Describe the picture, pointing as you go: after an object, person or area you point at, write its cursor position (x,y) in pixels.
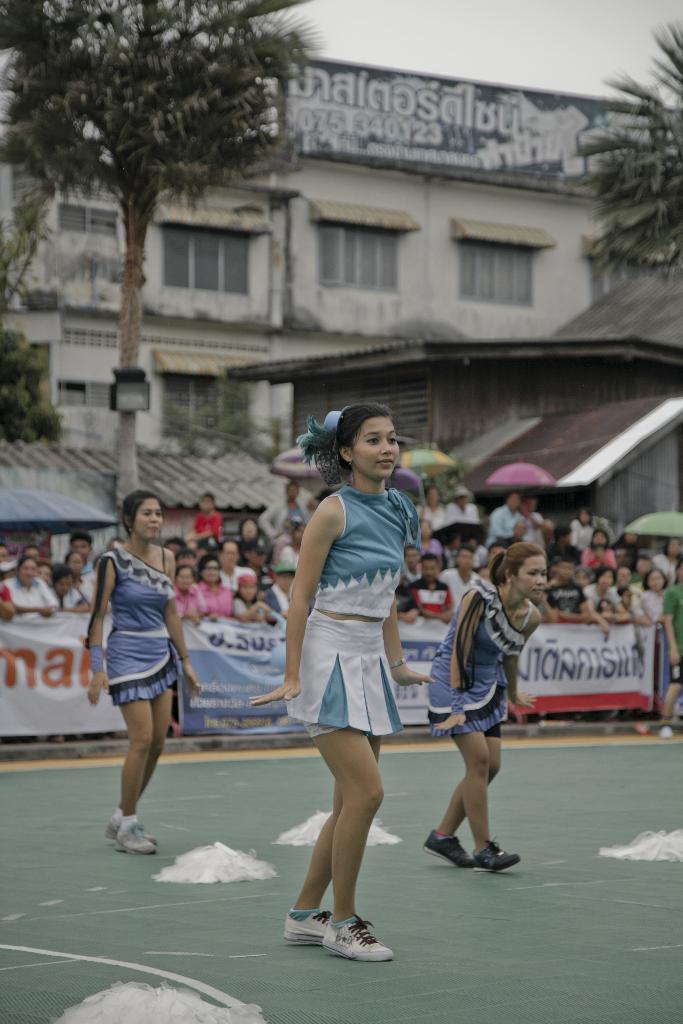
In this image there are three girls (359,629) standing with a pose, behind them there are a few people (231,573) standing, in front of them there is a banner (218,657), behind them there are trees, buildings (259,360) and a lamp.
